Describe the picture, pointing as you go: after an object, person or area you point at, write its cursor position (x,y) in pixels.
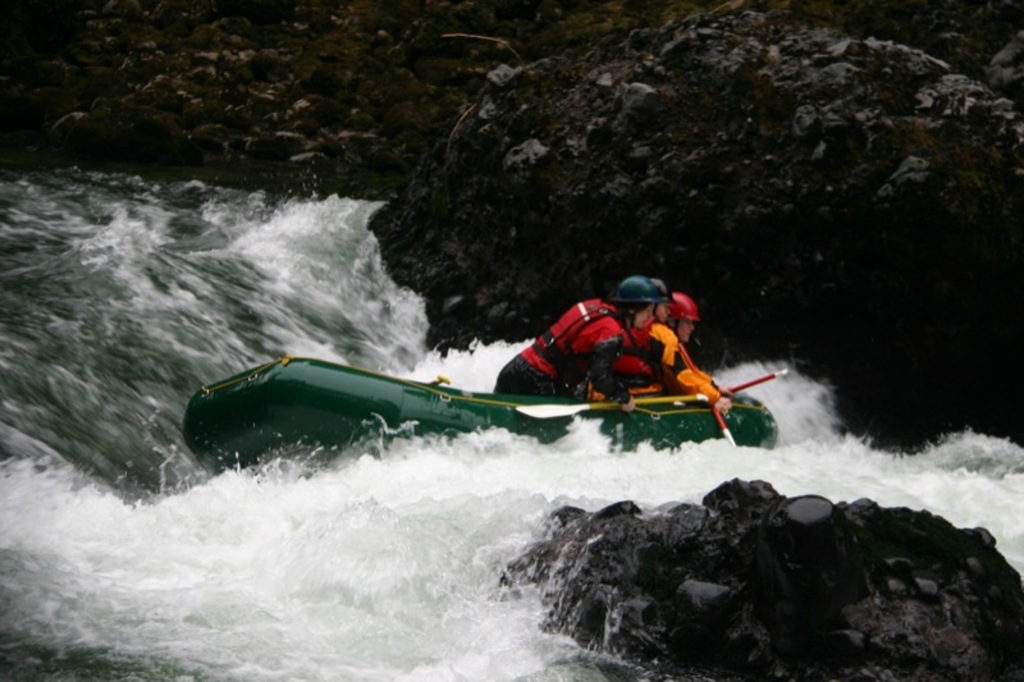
In this picture we can see three men (612,344) wearing red safety jacket (608,324) sitting in the inflatable boat (685,435). In the front (298,555) we can see river water (318,568). Behind there is a rock mountain (622,114).
